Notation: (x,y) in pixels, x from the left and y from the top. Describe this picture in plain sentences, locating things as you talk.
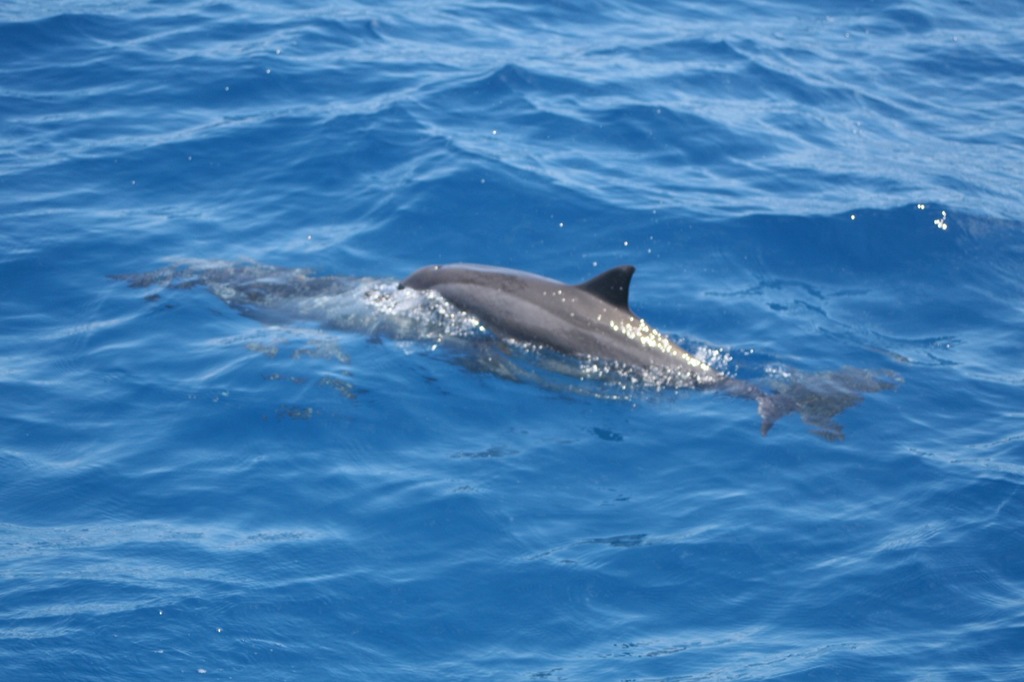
In this image we can see a dolphin (452,318) in the water (338,362).
